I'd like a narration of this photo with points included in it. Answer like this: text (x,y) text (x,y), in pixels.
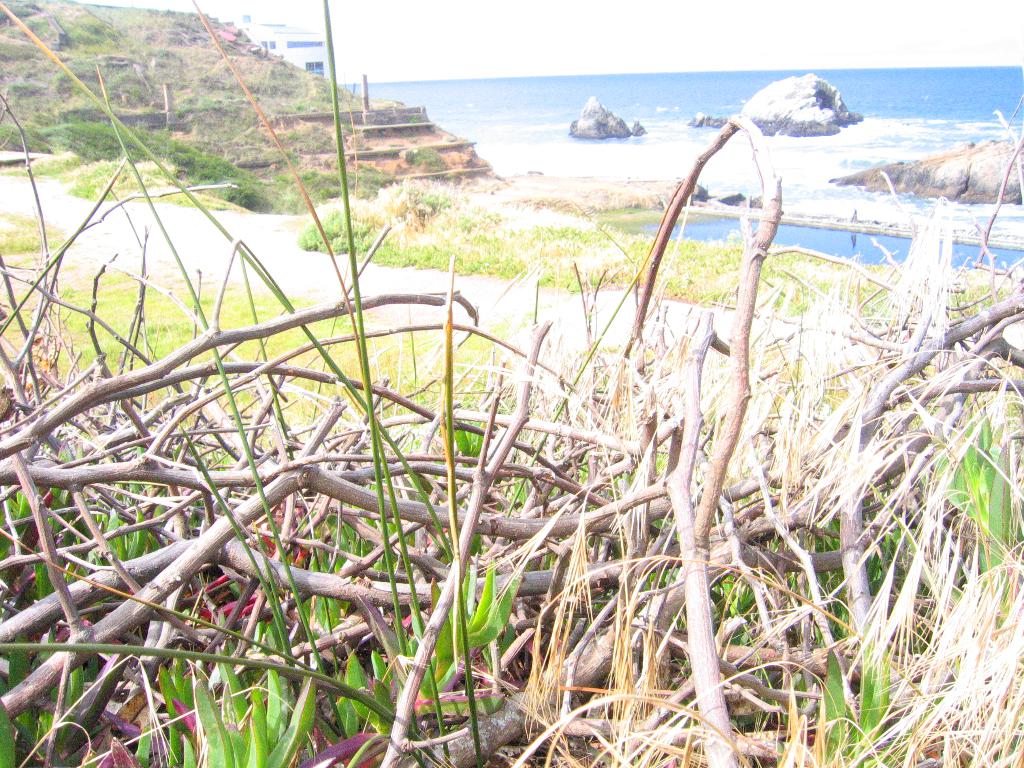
In this image, we can see some woods (118,568) and there is grass (347,294), plants (100,150) and there is water (979,73), we can see the rocks (954,182) in the water (730,87).
